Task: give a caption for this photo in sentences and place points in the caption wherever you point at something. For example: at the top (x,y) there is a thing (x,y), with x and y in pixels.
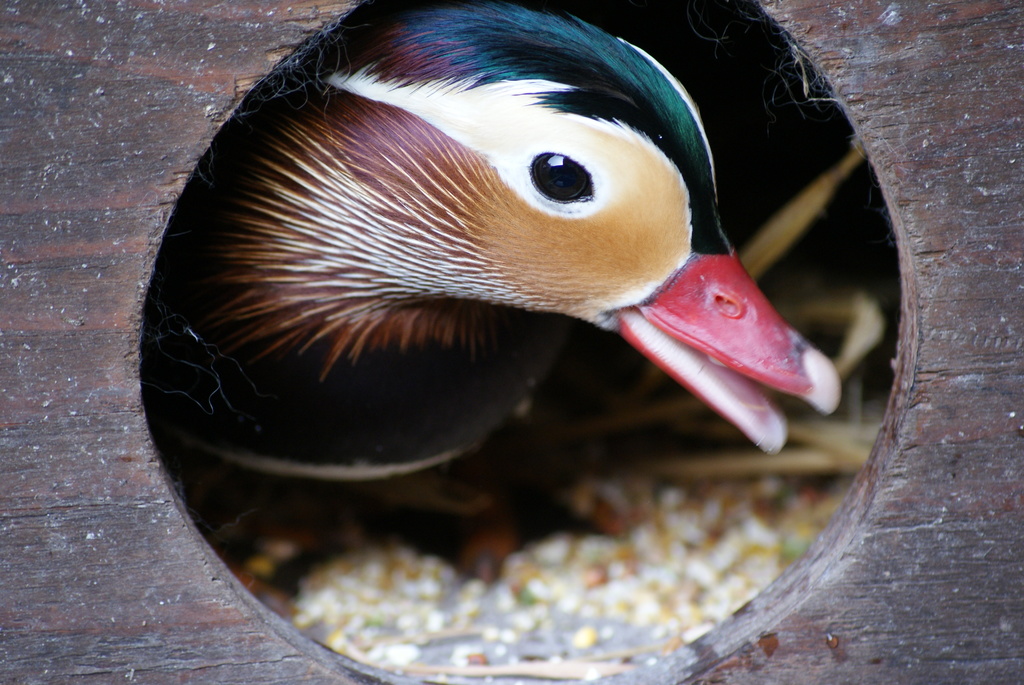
In this image we can see a bird (565,202) in a birdhouse (229,99).
